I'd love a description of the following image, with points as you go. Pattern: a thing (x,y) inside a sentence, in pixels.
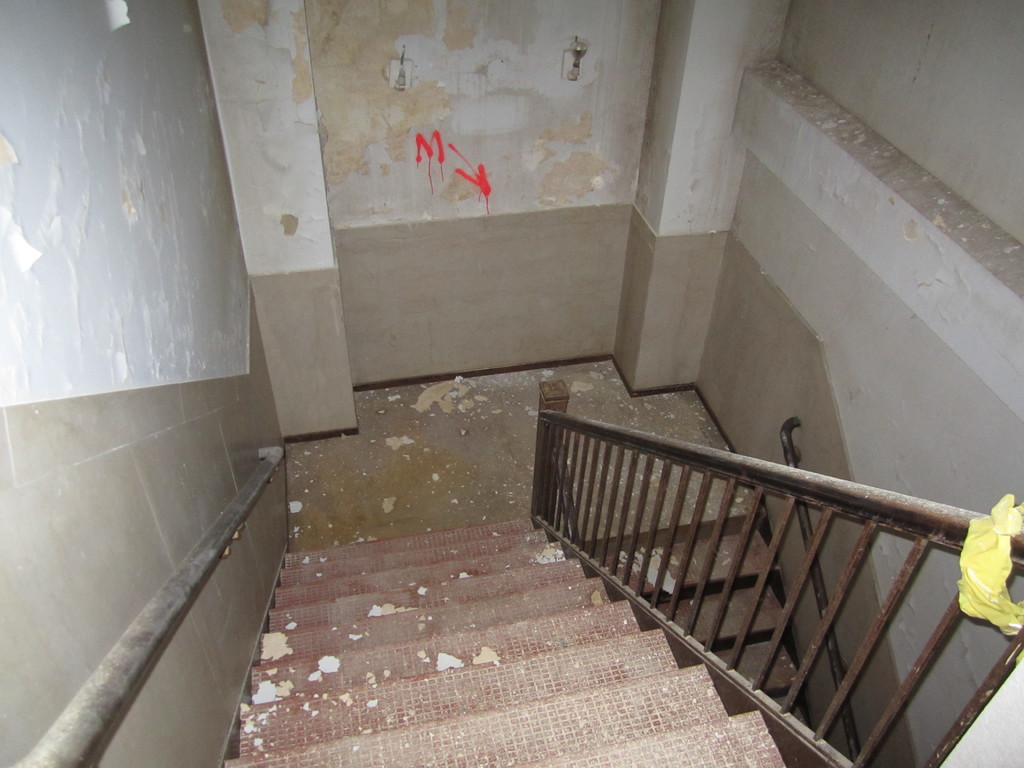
In this image we can see the stairs (445,653), beside that we can see the metal fence (729,585). And we can see the wall (556,174) and some text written on it.
